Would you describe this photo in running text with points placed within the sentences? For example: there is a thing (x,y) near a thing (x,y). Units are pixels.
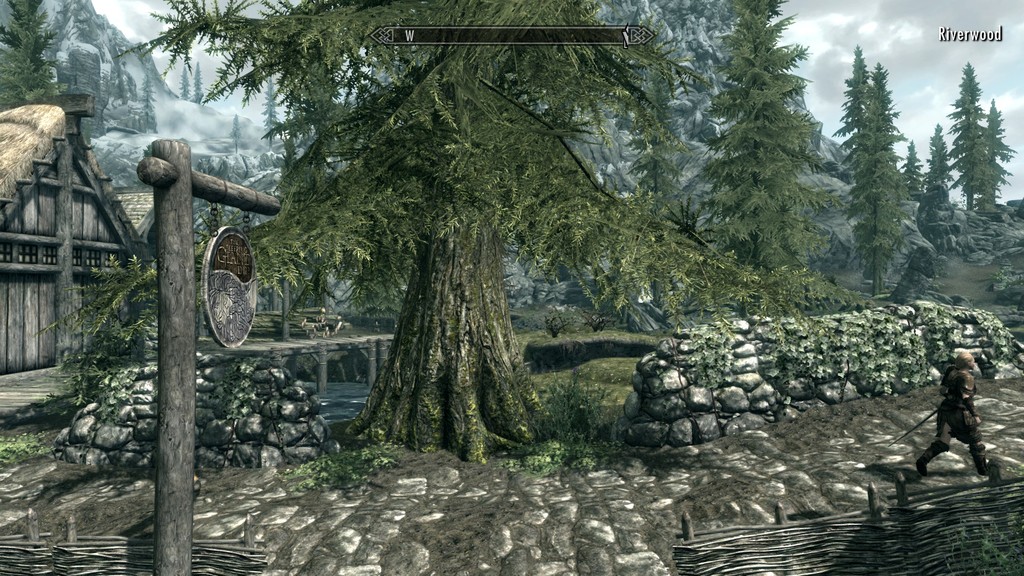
This image is an animation. In the center of the image (346,253) there are trees (768,287). On the left (182,237) there is a pole (178,319) and sheds (12,195). On the right (950,436) there is a person (979,444). At the bottom (831,526) there are logs (739,544). In the background (169,105) there are hills (166,86) and sky (863,45).
